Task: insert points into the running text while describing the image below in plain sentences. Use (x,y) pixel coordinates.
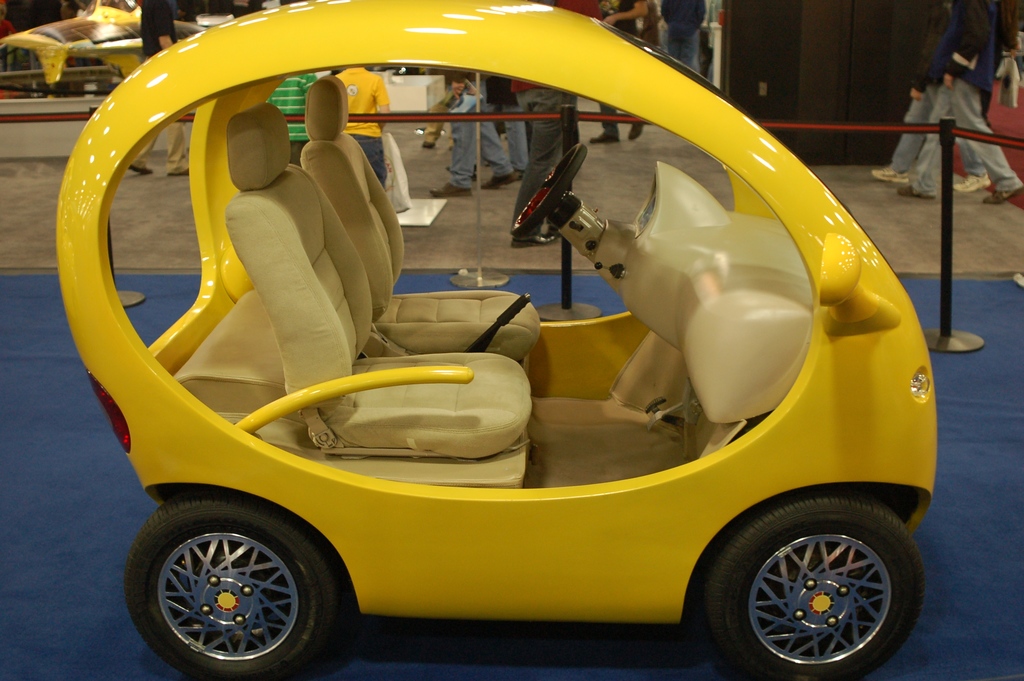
In this image we can see a motor vehicle (471,505) on the carpet (962,315). In the background (959,117) we can see poles (945,249), persons (900,144) walking on the floor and cupboards (747,76).
